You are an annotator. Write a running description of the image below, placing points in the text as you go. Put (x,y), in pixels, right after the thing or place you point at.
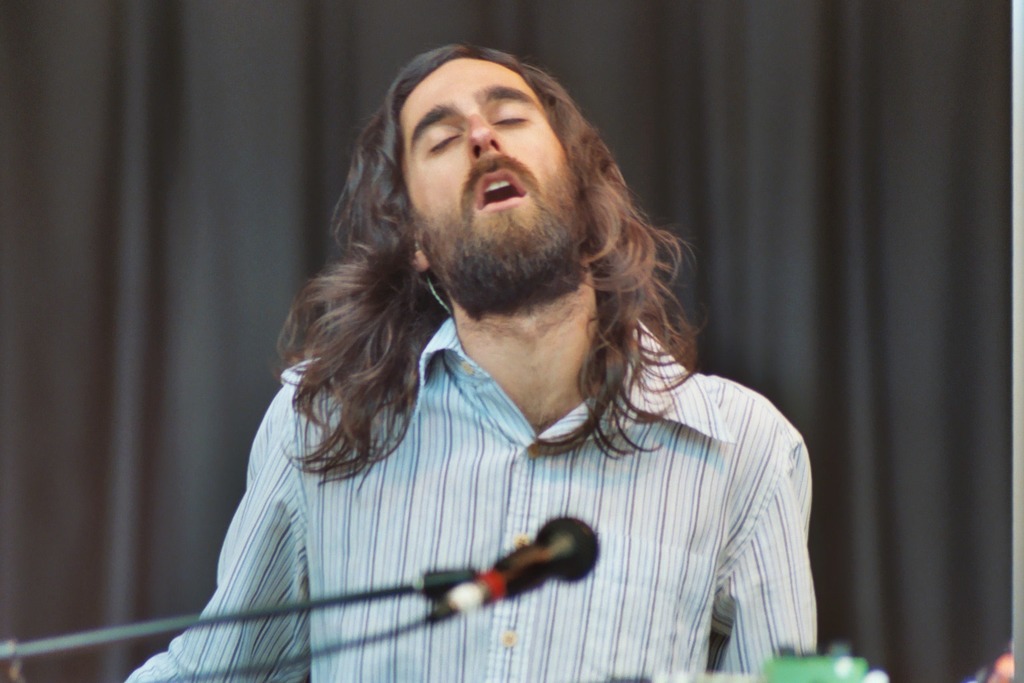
In this picture we can see a person (333,344) singing. There is a mic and a black curtain (932,614) in the background (932,614).
